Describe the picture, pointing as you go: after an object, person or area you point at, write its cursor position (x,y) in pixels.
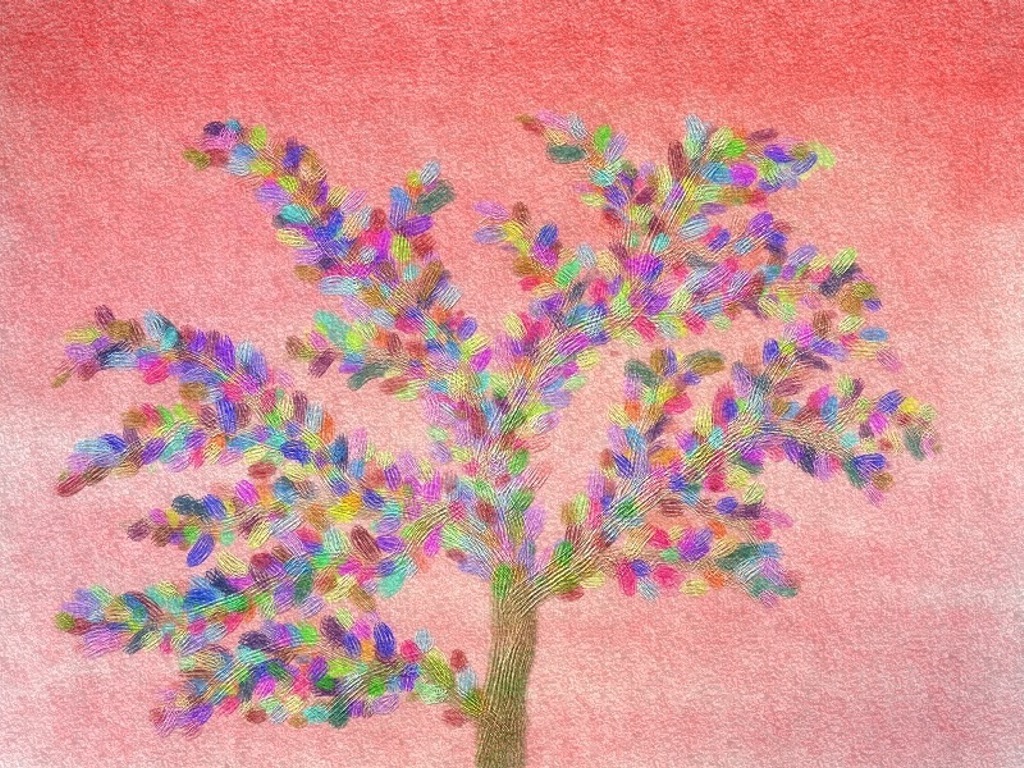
In the center of the image (479,342) we can see a painting (467,497) of a tree (502,710).
